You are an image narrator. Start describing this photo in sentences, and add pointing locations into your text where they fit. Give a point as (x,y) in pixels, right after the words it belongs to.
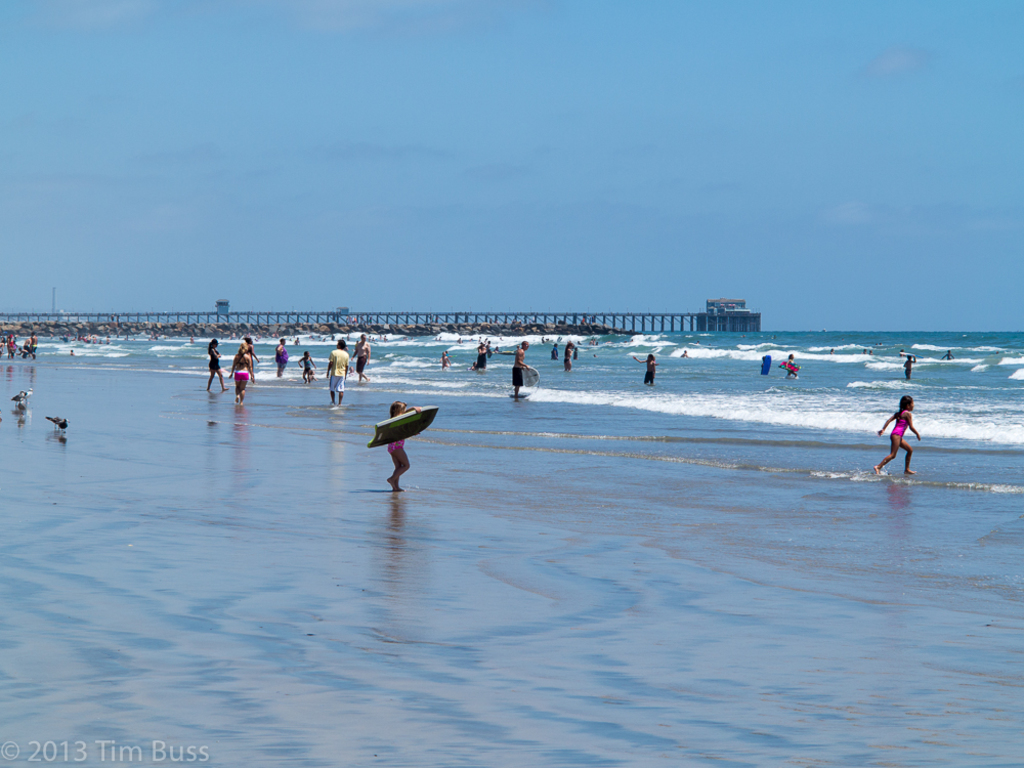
In this image there are group of persons (478,365) standing on the seashore (121,393) and in water (956,456), there is a kid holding a surfboard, and in the background (428,340) there is water (507,344), rocks (488,334), bridge (608,326), sky (562,280) and a watermark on the image.
